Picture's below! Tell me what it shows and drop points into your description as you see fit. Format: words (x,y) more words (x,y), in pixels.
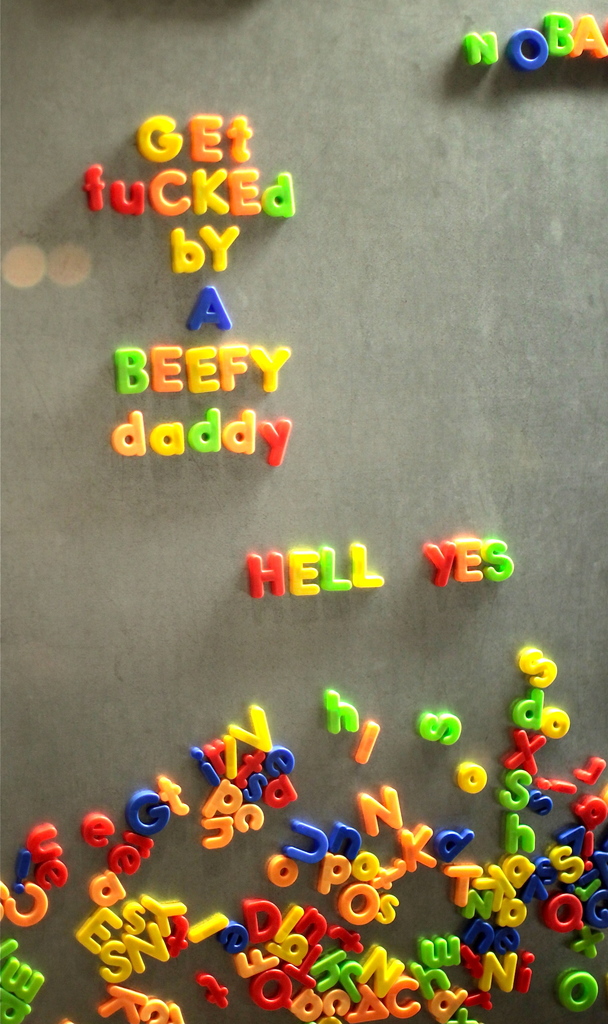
There are different colored alphabets (265,381) on a surface (265,159).
